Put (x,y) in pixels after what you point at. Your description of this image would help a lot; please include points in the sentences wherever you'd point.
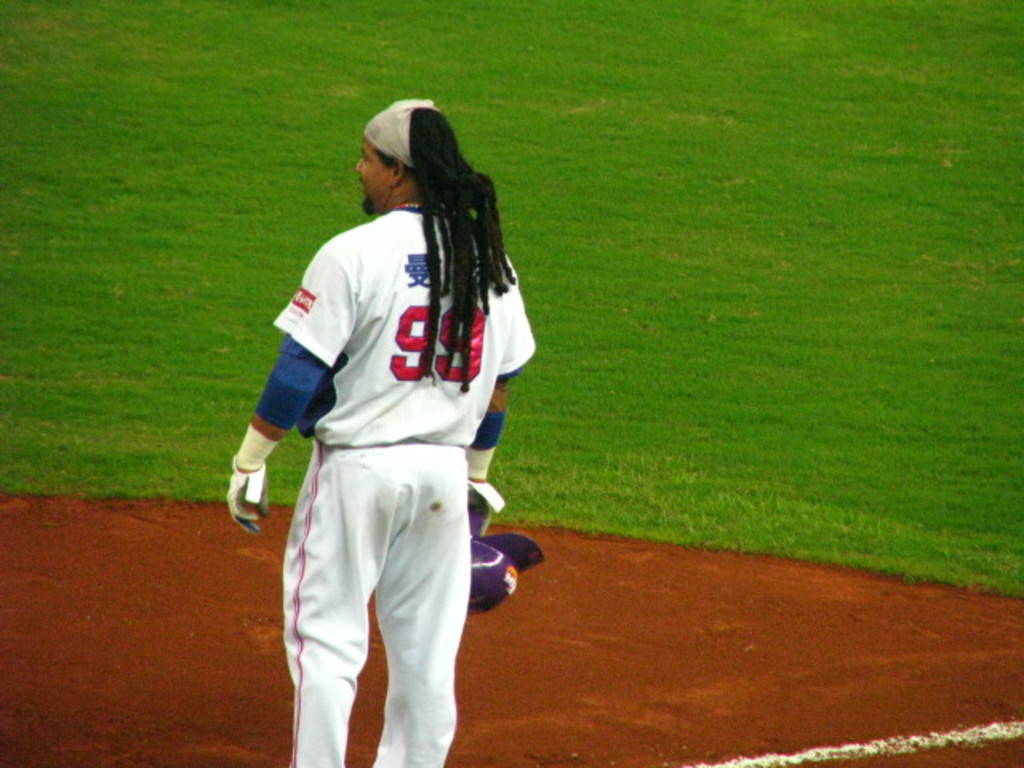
In the image there is a man (390,222) in white jersey (372,273) and pants (317,707) standing on the play field (244,619) and in the back (795,229) there is grass field (84,7).
